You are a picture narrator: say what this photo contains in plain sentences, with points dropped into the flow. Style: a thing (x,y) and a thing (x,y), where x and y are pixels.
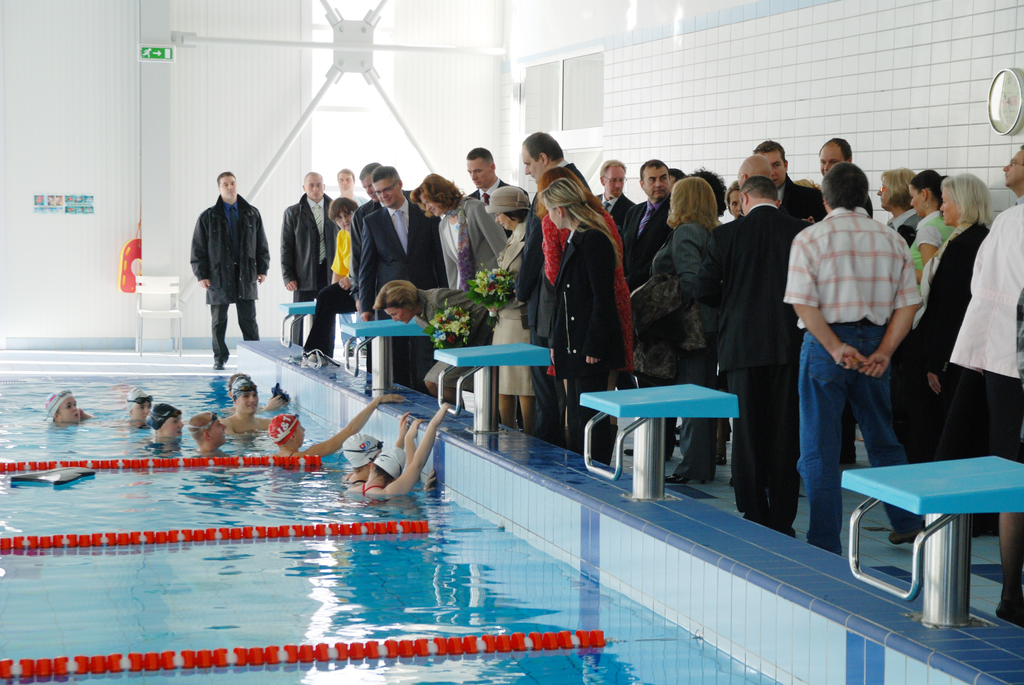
In this picture I can see there is a swimming pool (310,501) into left and there are few people (198,428) in the pool (394,621). There are few people (870,396) standing at the right side (837,342), among them few are wearing blazers (788,241), the men (863,303) are wearing shirts (849,294) and pants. The women (977,233) are wearing dresses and there is a wall (849,101) on to right (1023,122) with a clock (1001,96) and there is a window (394,108) in the backdrop (359,105).
